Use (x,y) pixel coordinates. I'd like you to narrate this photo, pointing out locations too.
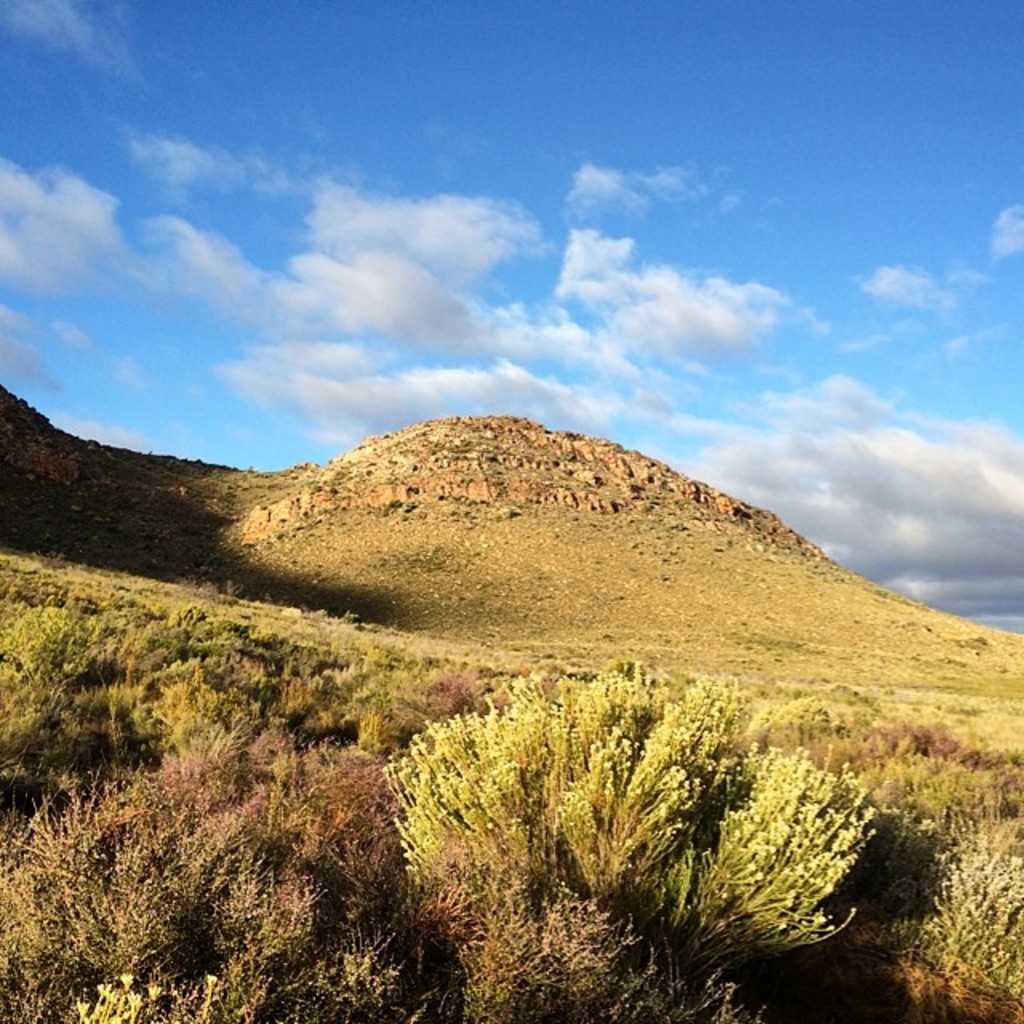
In this image we can see some plants (515,714) and mountains (355,501), in the background (317,316), we can see the sky (456,229) with clouds (616,184).
